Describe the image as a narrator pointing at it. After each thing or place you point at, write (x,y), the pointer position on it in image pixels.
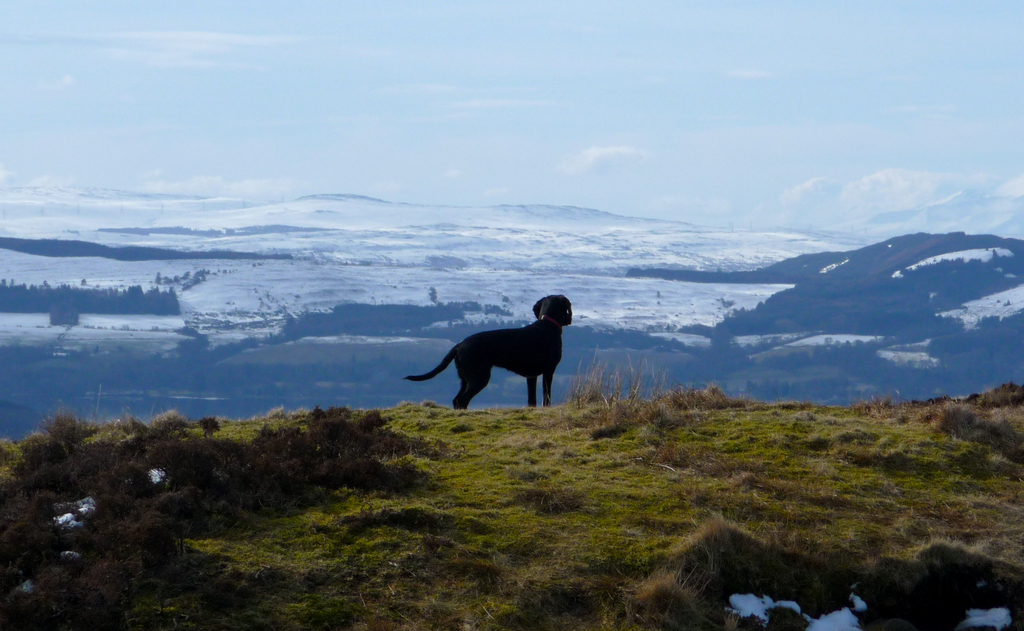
In this image, we can see a black dog (503,353) standing. At the bottom of the image (531,565), we can see plants (120,534), grass (615,552) and snow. In the background (382,336), we can see the hills (682,321), snow (216,293), trees (935,321) and sky (805,207).
